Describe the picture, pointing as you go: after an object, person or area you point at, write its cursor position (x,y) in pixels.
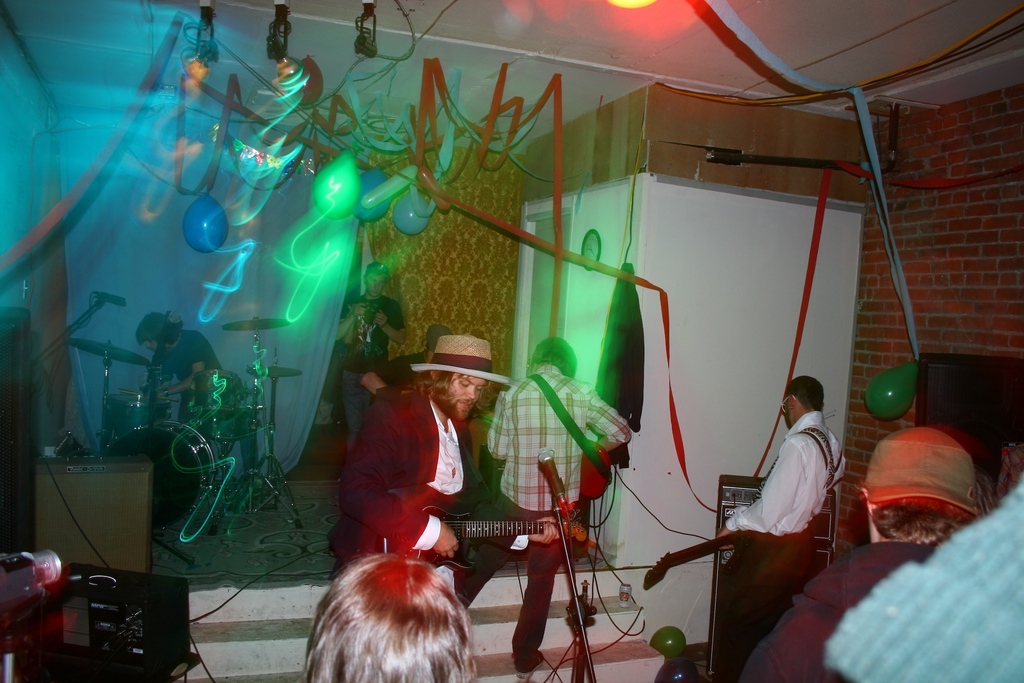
This is the picture of a room (707,233) where we have some people (578,504) playing some musical instruments (584,464) and also in the room (617,547) we have speakers (135,555) and some balloons (900,395), ribbons (560,127) tied to the roof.
